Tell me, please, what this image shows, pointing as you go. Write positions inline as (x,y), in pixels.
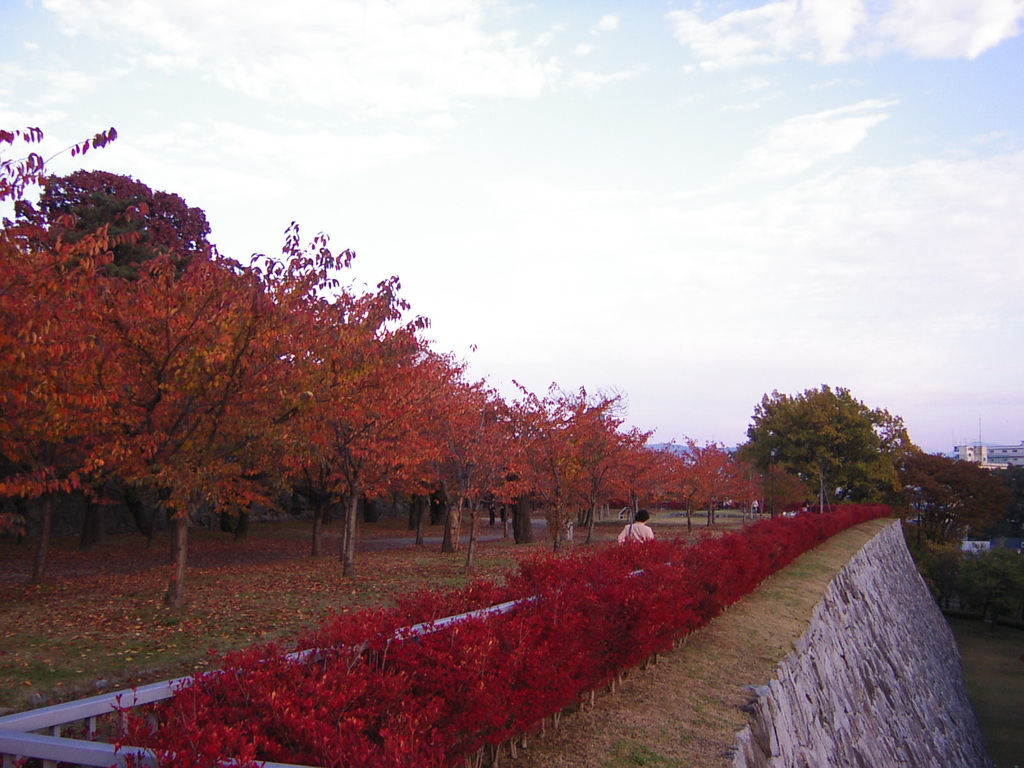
In this image, we can see a person (643,531) and in the background (612,446), there are trees (860,433), buildings (994,454), plants (455,649), a wall (840,693) and a fence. At the bottom (263,587), there is a ground (479,569) and at the top (582,148), there are clouds (462,186) in the sky (472,269).
